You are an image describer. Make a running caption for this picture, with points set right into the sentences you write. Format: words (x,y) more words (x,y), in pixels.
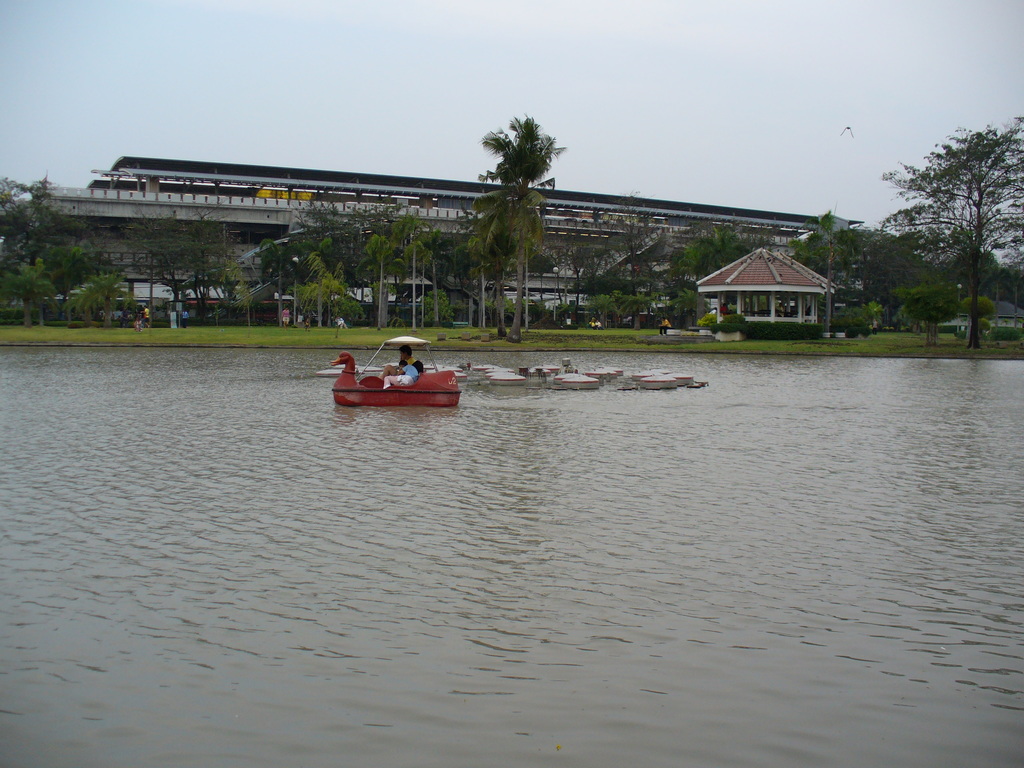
In this picture I can observe a lake (490,451). There is a red color boat (352,385) floating on the water (259,430). In the background (344,254) I can observe some trees (495,250), building (250,204) and a sky (300,154).
